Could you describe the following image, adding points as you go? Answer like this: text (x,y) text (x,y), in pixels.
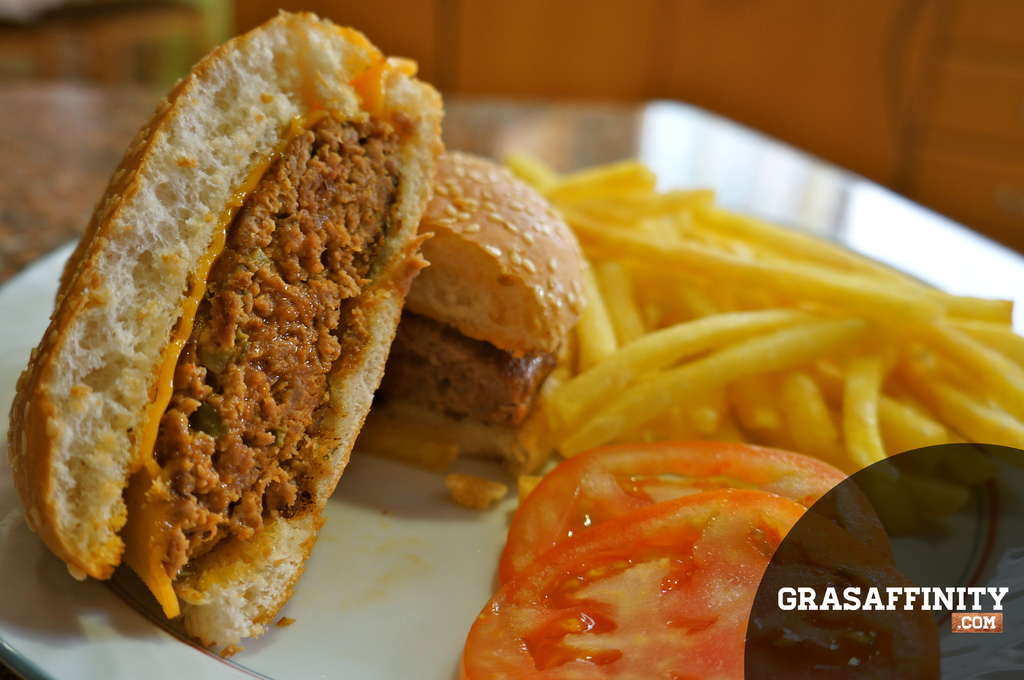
In this image there are some food items (413,436) are placed in a tray (279,653). On the right corner of the image (785,604) there is some text (953,619).
